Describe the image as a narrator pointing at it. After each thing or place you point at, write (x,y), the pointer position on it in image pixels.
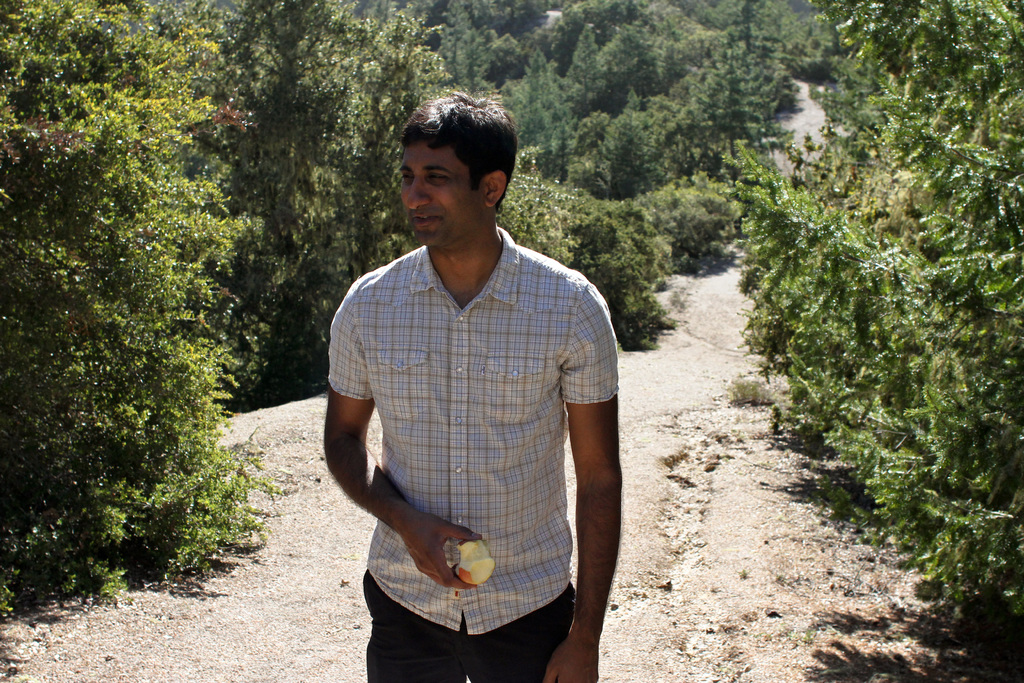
In this picture I can see there is a man (413,376) standing, he is holding an apple (470,582), there are few trees (712,101) and plants (724,97) in the backdrop (821,263).
